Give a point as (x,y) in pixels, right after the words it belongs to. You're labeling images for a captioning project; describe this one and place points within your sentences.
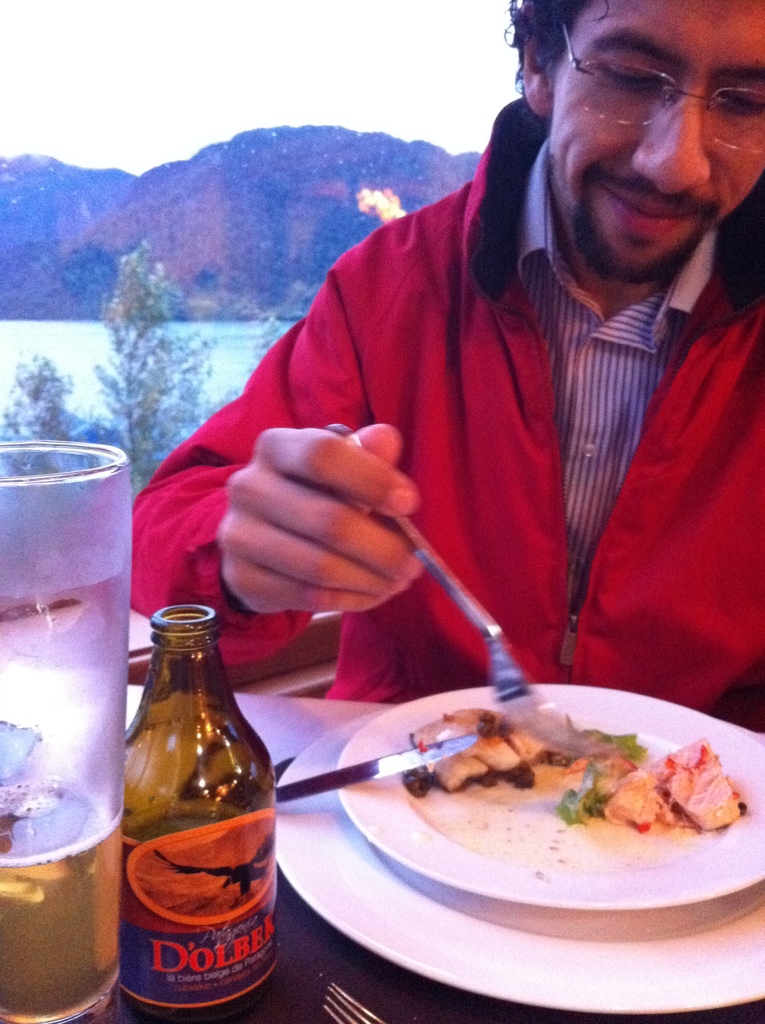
In the image there is a man (490,502) eating food (484,733) on a plate (535,859) which is on the table (349,983) and there is a glass (78,813) in front of him and on back side there is a mountain (198,286).
